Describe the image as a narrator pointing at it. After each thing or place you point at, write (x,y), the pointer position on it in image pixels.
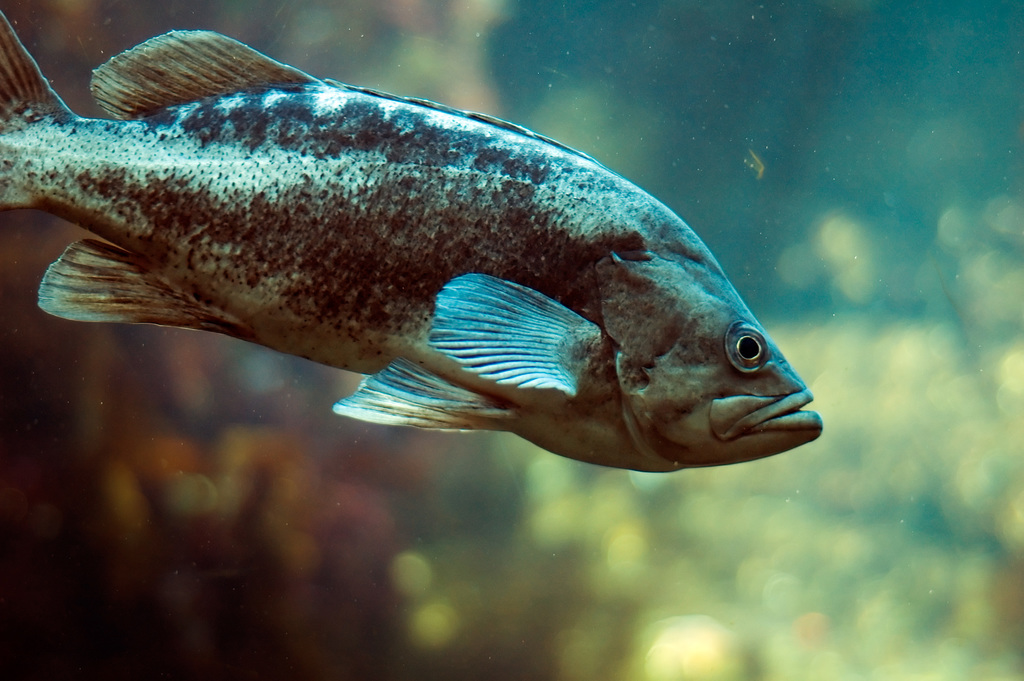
This image consists of a fish (474,244). It looks like it is clicked in the water (382,563).
